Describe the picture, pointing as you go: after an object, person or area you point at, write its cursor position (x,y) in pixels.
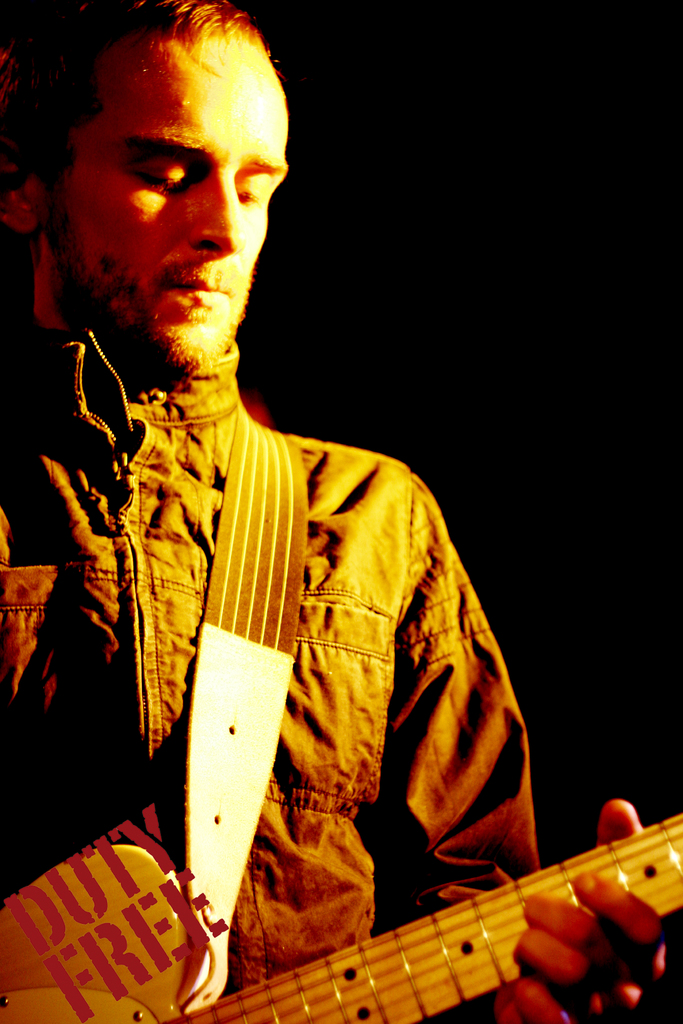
In this picture we can see a man (464,822) who is playing guitar (457,943).
